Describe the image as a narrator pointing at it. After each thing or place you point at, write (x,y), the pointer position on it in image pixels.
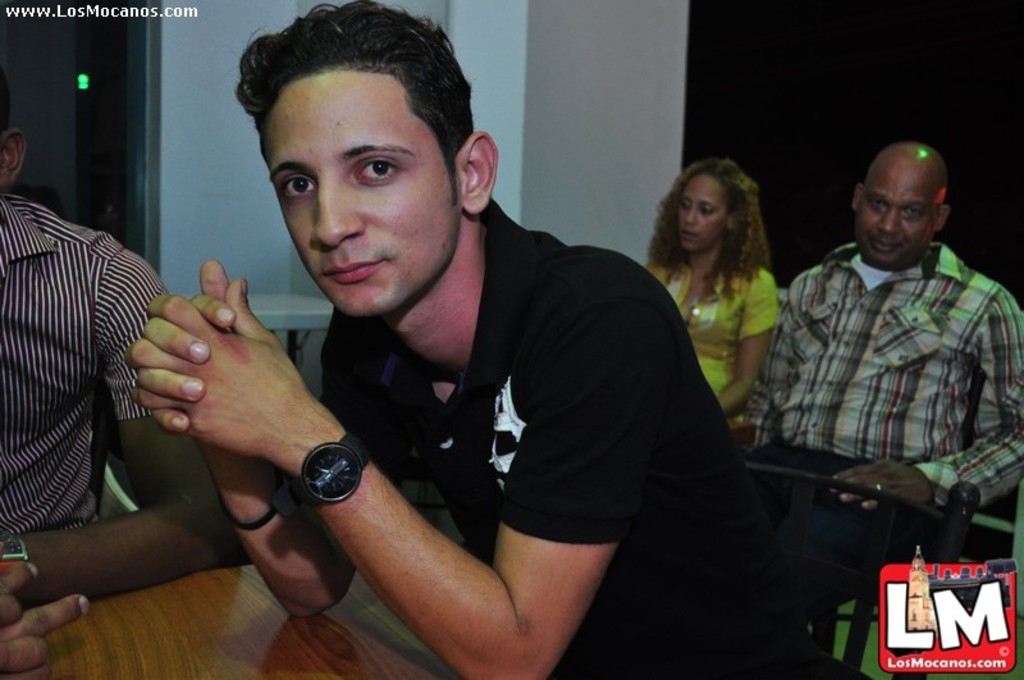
There are four people (552,312) sitting on the chairs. This looks like a wooden table (322,619). I think this is another table (283,299), which is white in color. Here is the wall (243,23). I can see the watermarks (60,8) on the image.
